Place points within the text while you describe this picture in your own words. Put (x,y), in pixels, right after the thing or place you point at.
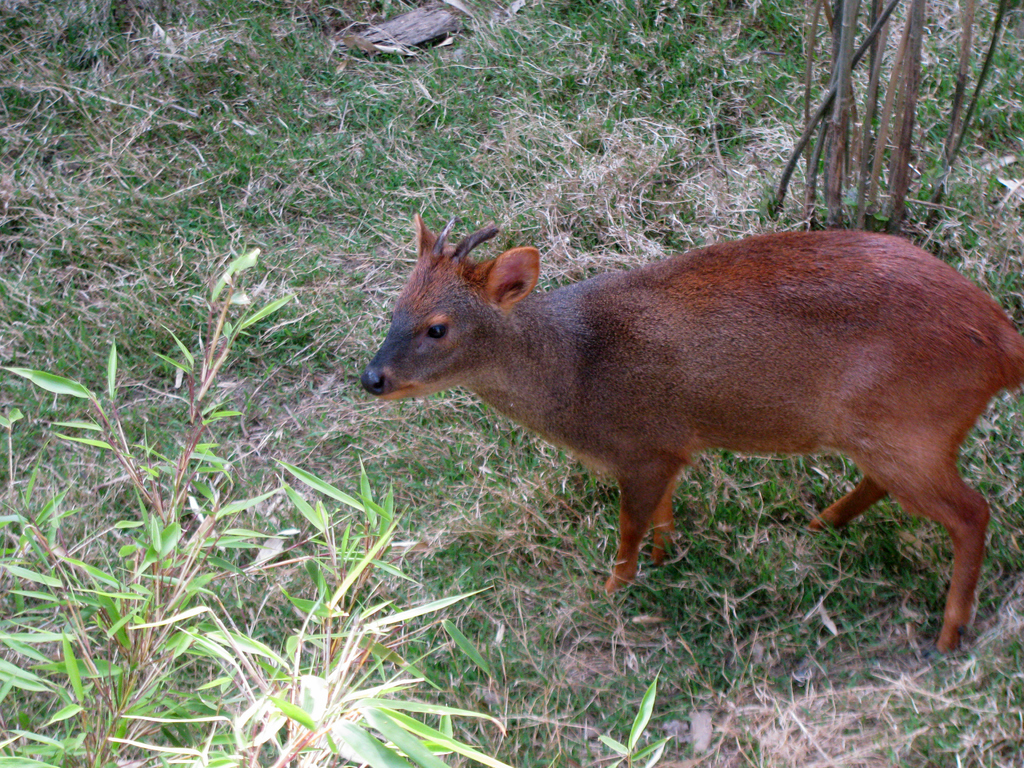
A baby deer (636,374) is standing on grass (476,205). There are a few plants (910,114) around it.
